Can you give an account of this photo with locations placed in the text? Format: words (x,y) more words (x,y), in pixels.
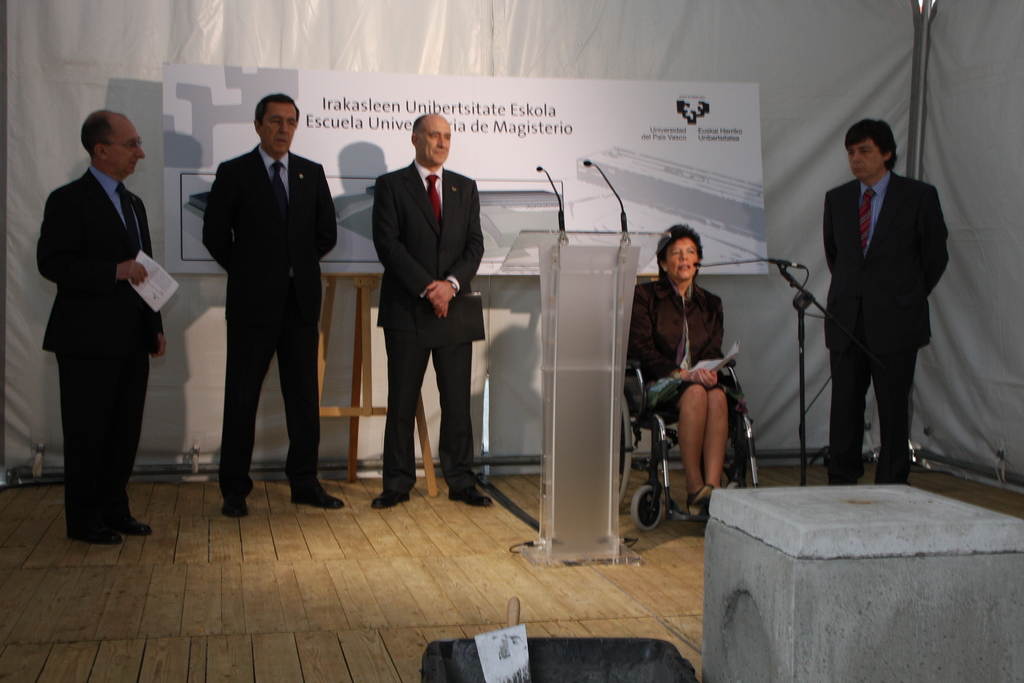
In this image we can see four men (880,273) are standing on the wooden floor (321,566). They are wearing suits (888,230) and one woman (689,310) is sitting in the wheelchair (651,410). There is a podium (575,342) and mics (561,221) in the middle of the image (565,287). We can see a banner (505,115) and white sheet (798,136) in the background (52,422). At the bottom of the image (930,553), we can see a structure (811,620) and an object (578,657).
